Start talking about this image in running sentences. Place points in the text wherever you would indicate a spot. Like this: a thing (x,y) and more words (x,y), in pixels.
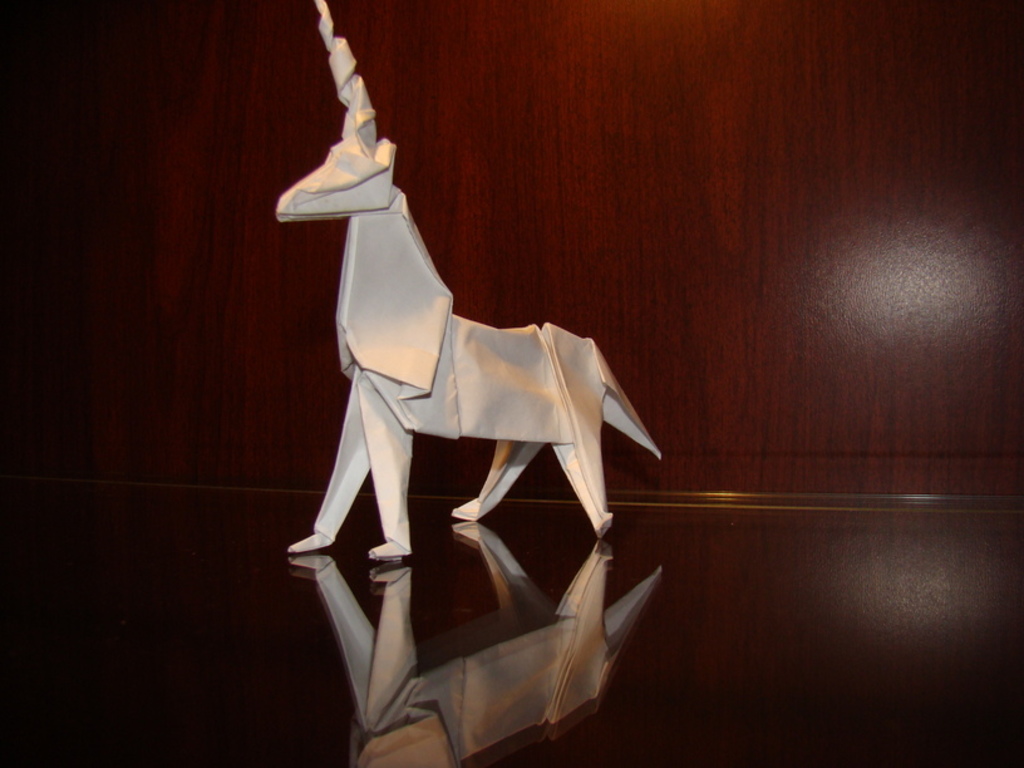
In this image we can see an origami unicorn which is placed on the wooden surface (485,590).
